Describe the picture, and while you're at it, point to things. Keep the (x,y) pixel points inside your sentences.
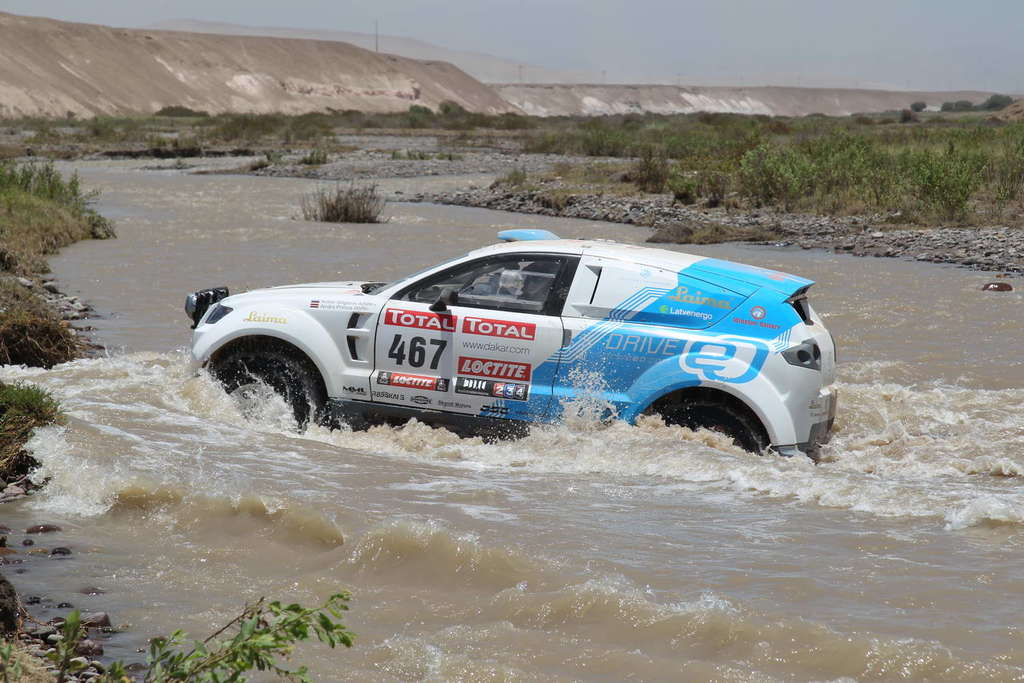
In the picture I can see a vehicle (453,408) in the water (421,444). In the background (323,135) I can see plants (337,123), the sky (611,57), poles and some other things (602,99).
